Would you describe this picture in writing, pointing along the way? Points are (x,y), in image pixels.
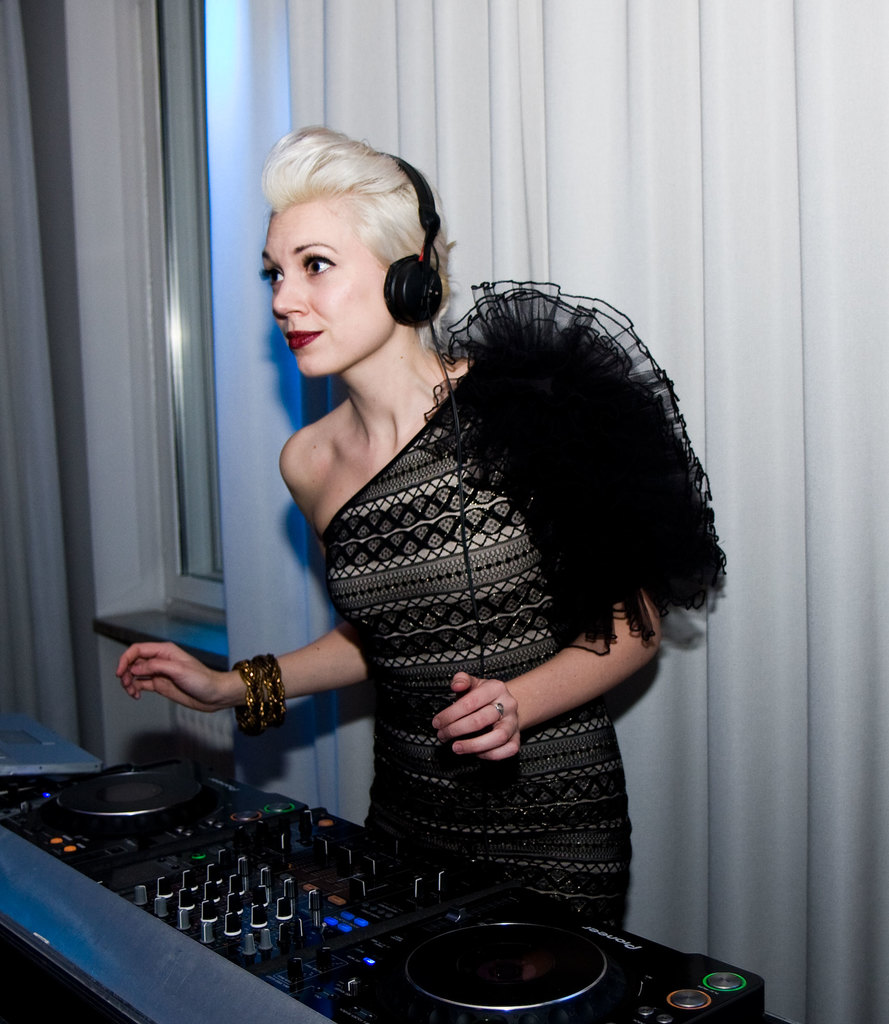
In the background (259,105) we can see curtains (439,156), window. In this picture we can see a woman (477,378) wearing a headset (425,184) and she is standing. At the bottom portion of the picture (416,941) we can see a disc jockey device (280,884).
